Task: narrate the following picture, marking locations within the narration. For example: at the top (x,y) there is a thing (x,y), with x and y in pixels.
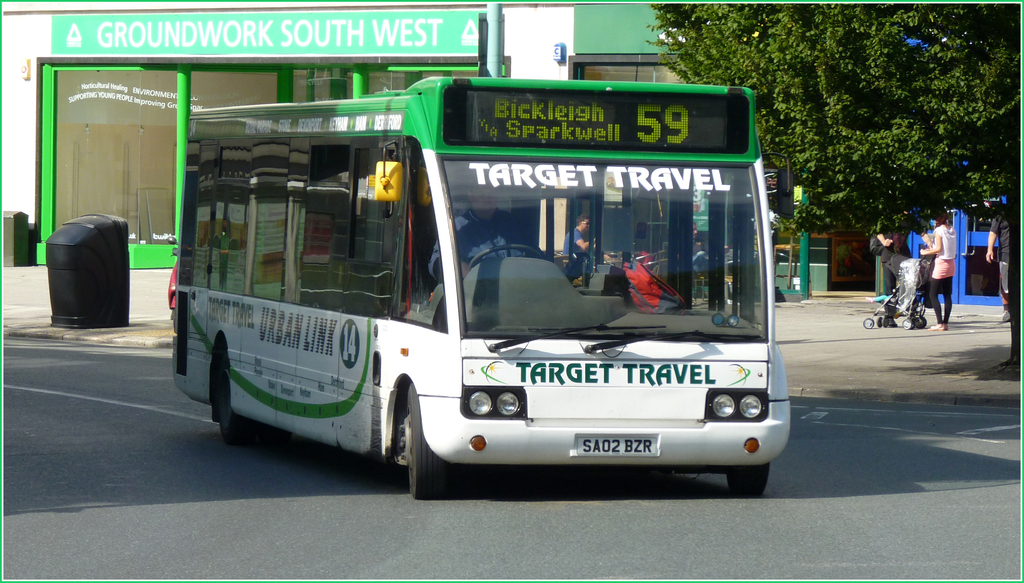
In this image, we can see a bus (315,362) on the road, we can see some people (933,248) standing and there is a green tree (896,91).
